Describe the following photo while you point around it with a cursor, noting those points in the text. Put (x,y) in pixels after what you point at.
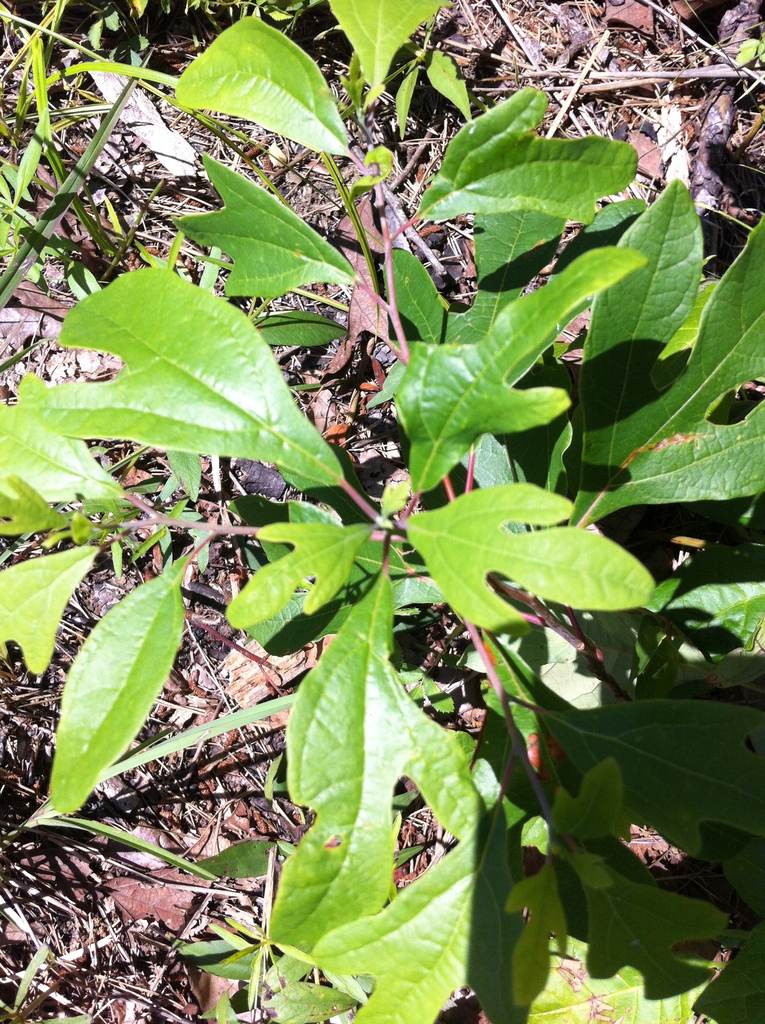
In the center of the image (272,402) we can see plants (363,695).
